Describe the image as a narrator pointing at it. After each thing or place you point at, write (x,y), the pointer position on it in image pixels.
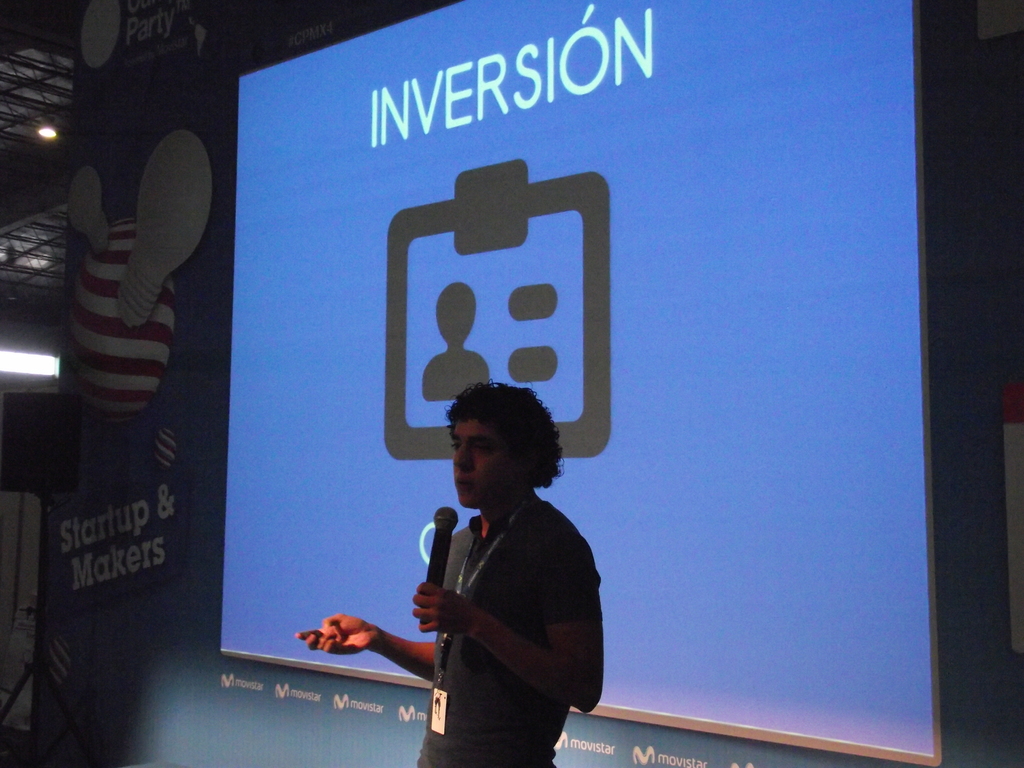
In this picture I can see a man (512,567) holding the microphone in the middle (494,492). In the background (742,710) there is a projector screen (668,407), on the left side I can see a light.
